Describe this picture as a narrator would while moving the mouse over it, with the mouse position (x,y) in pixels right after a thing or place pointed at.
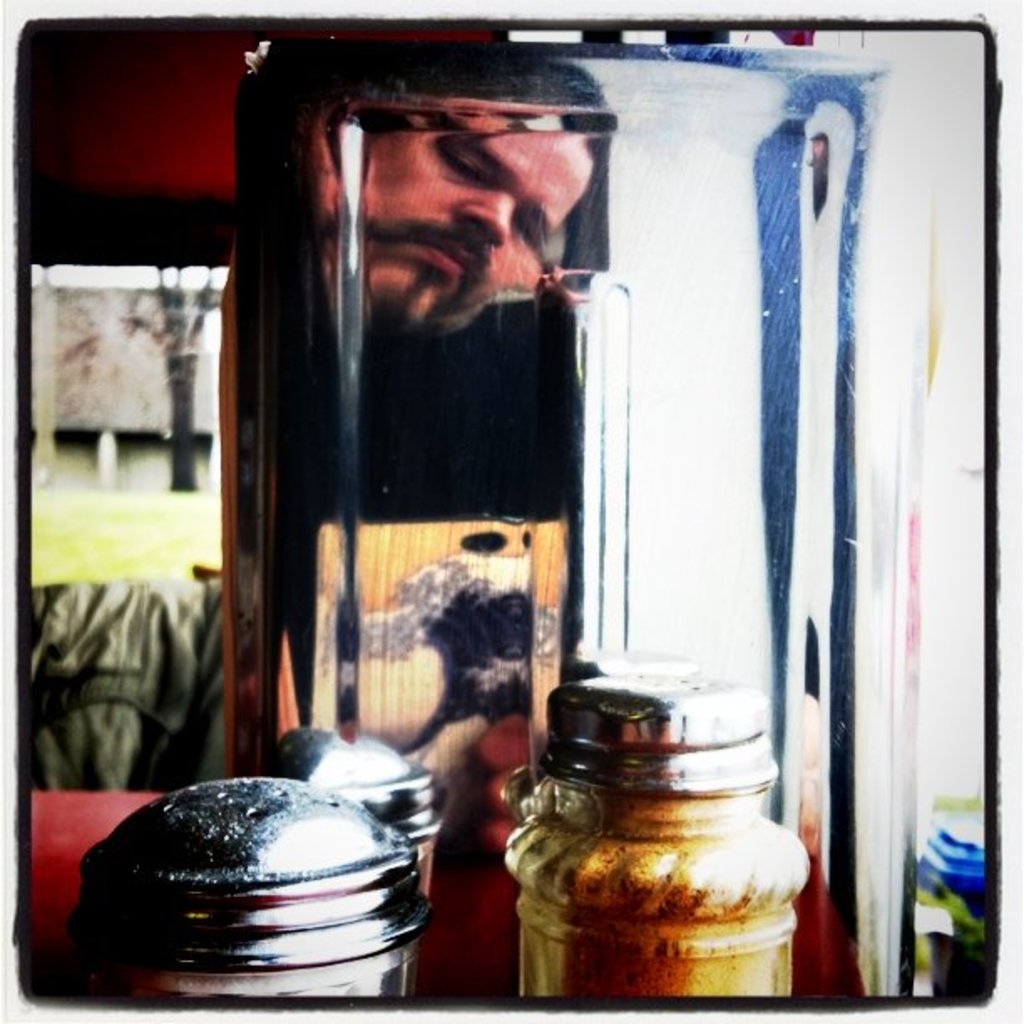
In this picture we can see 2 small bottles (145,927) on the table (81,800). Behind them, we can see a person's face (487,211).
